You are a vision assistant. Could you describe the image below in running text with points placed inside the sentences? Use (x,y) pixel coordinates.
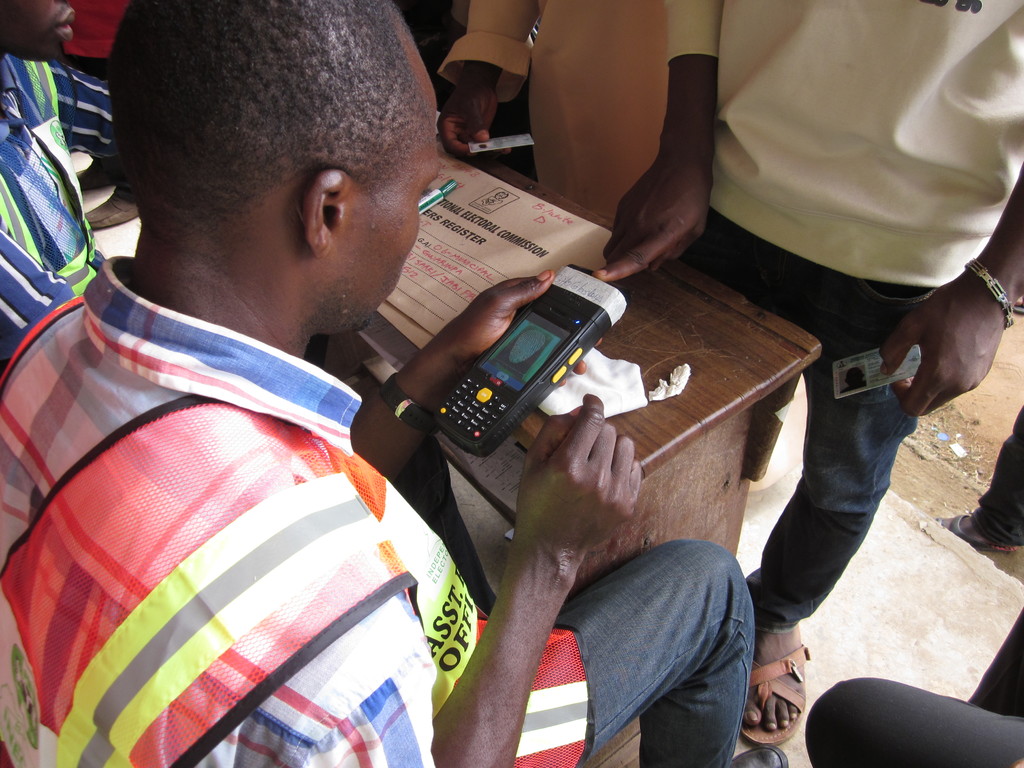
In this image in front (18,457) there is a person (386,480) holding the mobile (543,392). Beside him there are two other people (39,90). In front of him there are a few people (711,157) standing. In front of them there is a table (726,311). On top of it there is a pen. There are documents (416,327), tissues (581,391).
